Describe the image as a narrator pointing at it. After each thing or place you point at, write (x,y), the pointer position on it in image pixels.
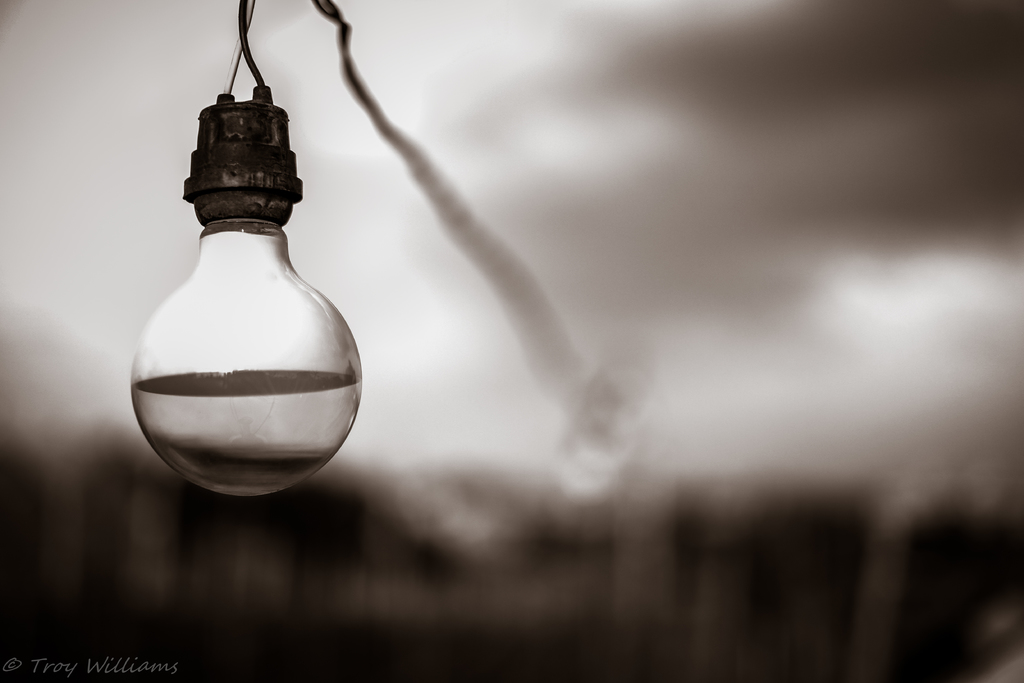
In this picture we can see a light (278,333), a holder (228,143) and a wire (349,88) in the front (345,42), we can see a blurry background (911,231).
